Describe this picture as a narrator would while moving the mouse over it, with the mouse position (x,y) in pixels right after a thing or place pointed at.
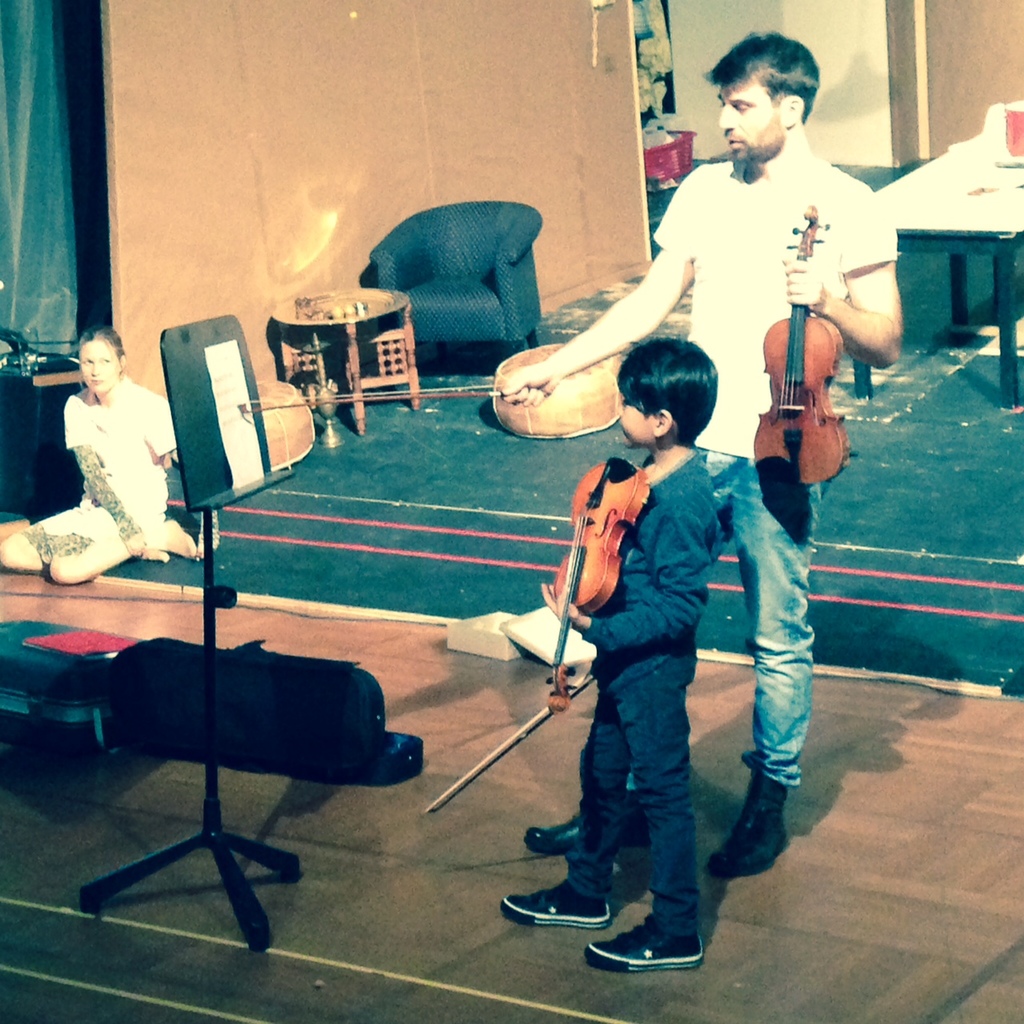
In this image there is a person (781,169) standing with white shirt (726,345) is holding a violin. Before him there is a boy (649,592) wearing blue shirt (656,608) and shoes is holding a violin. Before there is a stand board (170,381). At the left side (132,514) there is a woman (115,535) sitting. Behind to her there is a table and a chair (417,284). At the right side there is a table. Background (110,34) there is a wall (628,122).
